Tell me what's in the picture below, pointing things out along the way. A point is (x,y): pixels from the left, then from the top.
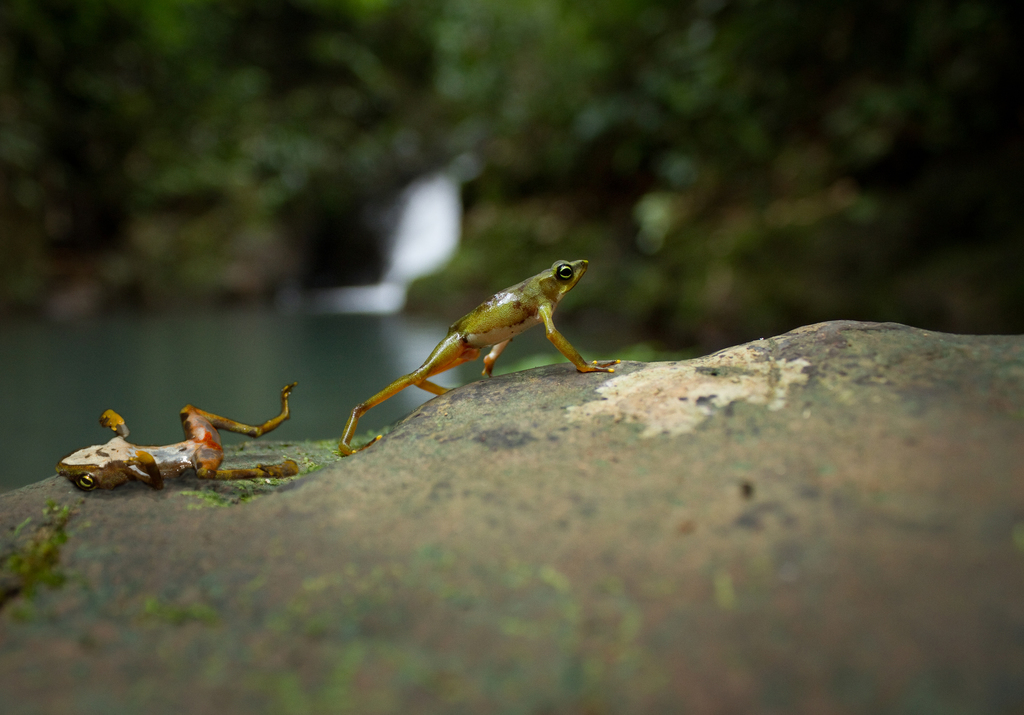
In this image I can see two frogs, they are in green color. Background (356,345) I can see water (294,360), and trees (559,116) in green color.
